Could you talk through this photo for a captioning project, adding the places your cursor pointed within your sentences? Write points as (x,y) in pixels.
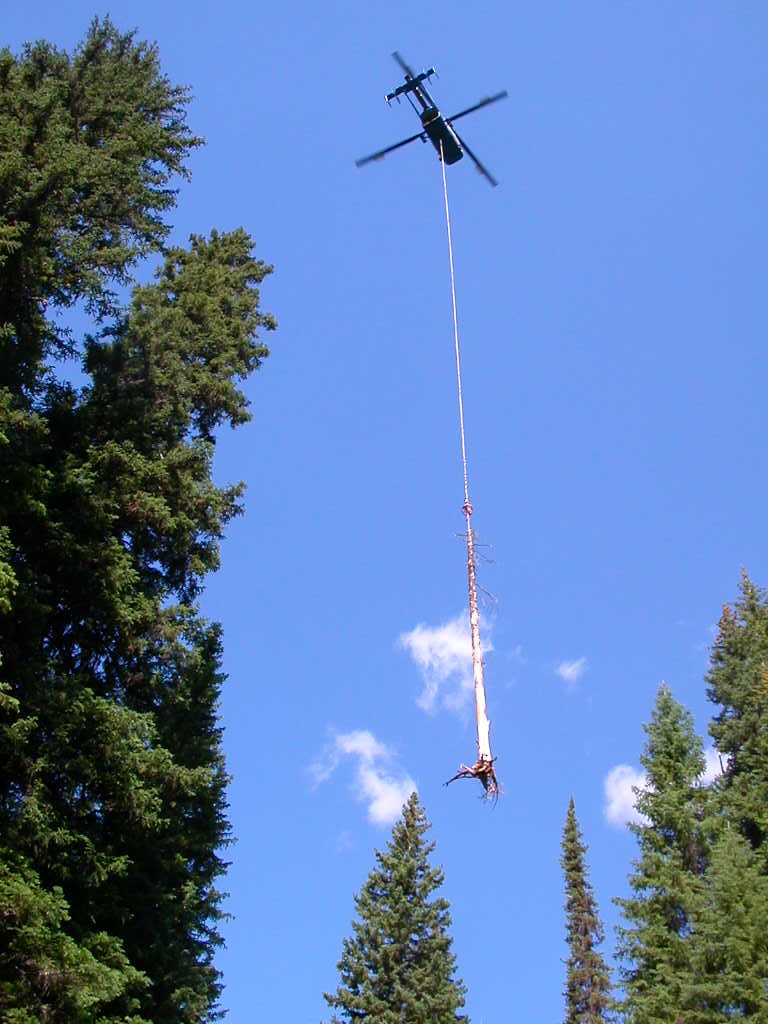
In this image we can see there are trees (22,483) and there is a helicopter (429,135) flying and looks like a trunk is hung to it, there are clouds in the sky (453,480).
